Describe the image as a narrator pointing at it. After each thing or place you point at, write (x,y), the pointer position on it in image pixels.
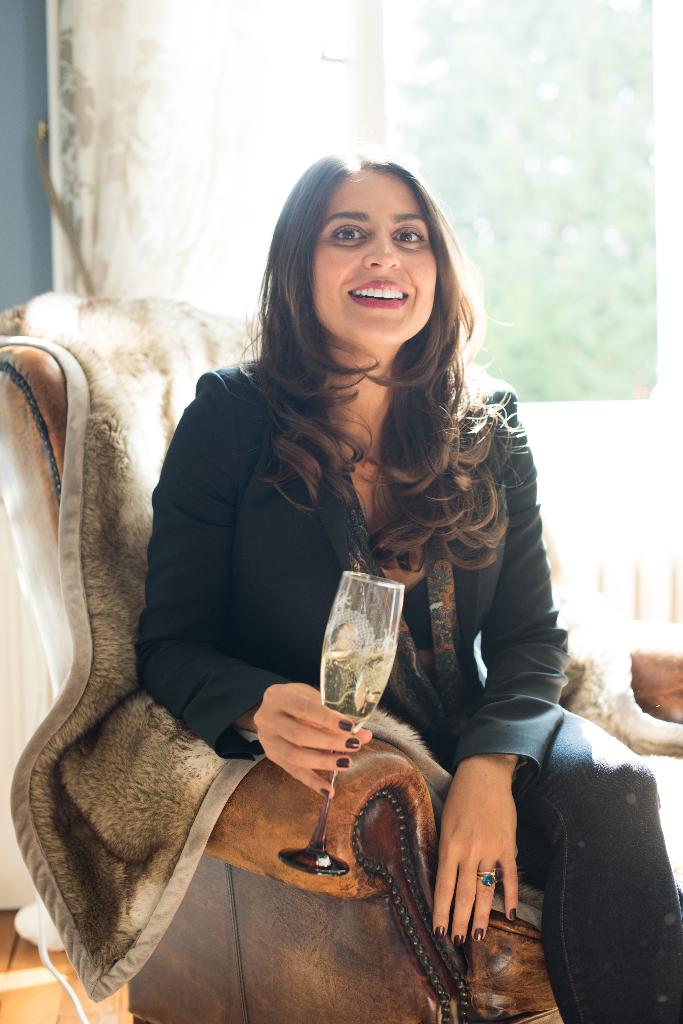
In this image there is a woman (436,444) sitting on the sofa (230,936) and she smiling, she is holding the glass (365,655). At the back (73,229) there is a curtain (93,159).
